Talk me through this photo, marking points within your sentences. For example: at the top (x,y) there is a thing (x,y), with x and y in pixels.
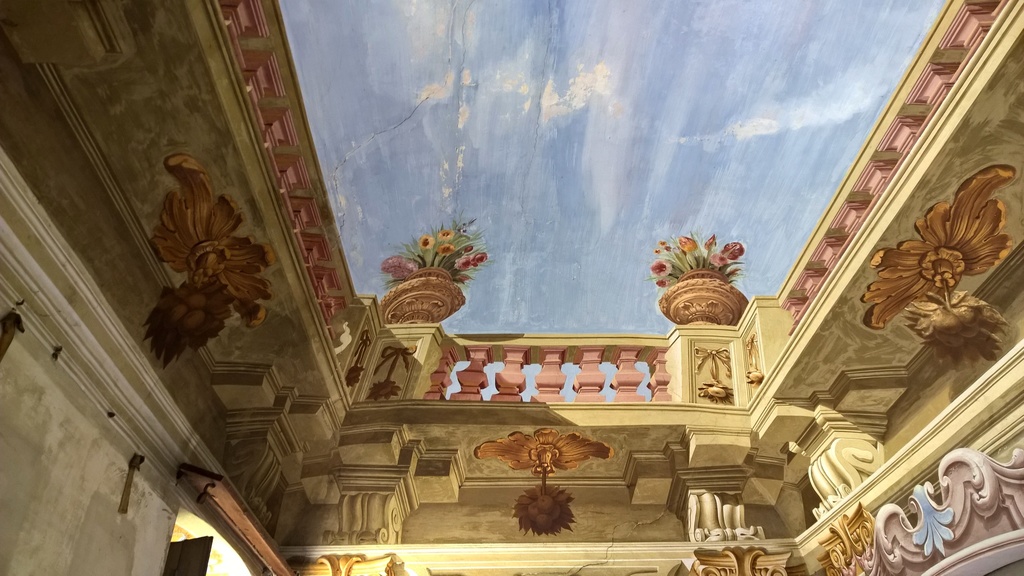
In this image there is a painting (941,416) of a building (639,342) on top there are pots (676,302).
